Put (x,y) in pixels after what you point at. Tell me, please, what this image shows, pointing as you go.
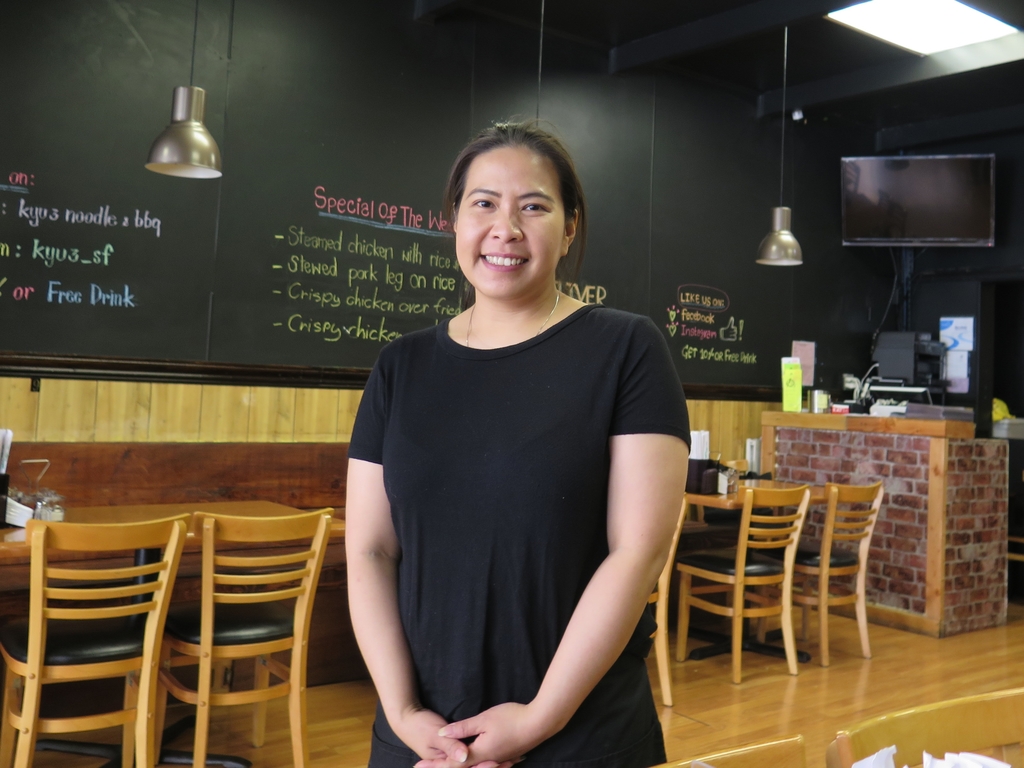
In this picture we can see a woman (607,692) standing and smiling, tables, chairs (87,662) and in the background (928,207) we can see a television (943,234), lamps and some objects (993,398).
